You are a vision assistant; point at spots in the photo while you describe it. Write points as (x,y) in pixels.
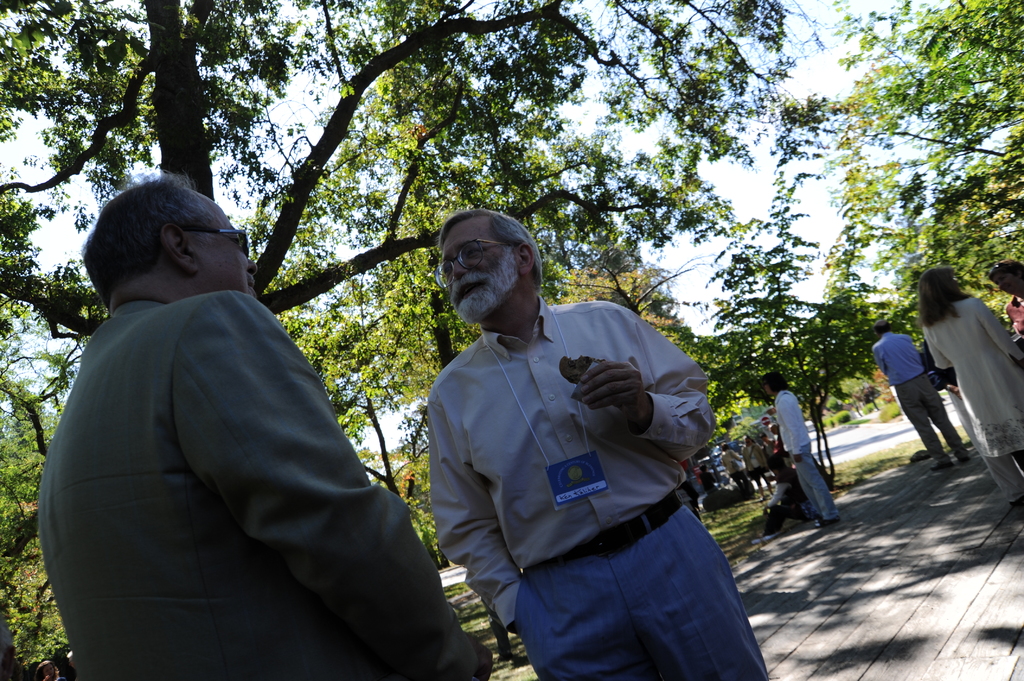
In the picture I can see people (576,639) are on the road (882,548), around we can see some trees (442,51) and grass (942,439).
